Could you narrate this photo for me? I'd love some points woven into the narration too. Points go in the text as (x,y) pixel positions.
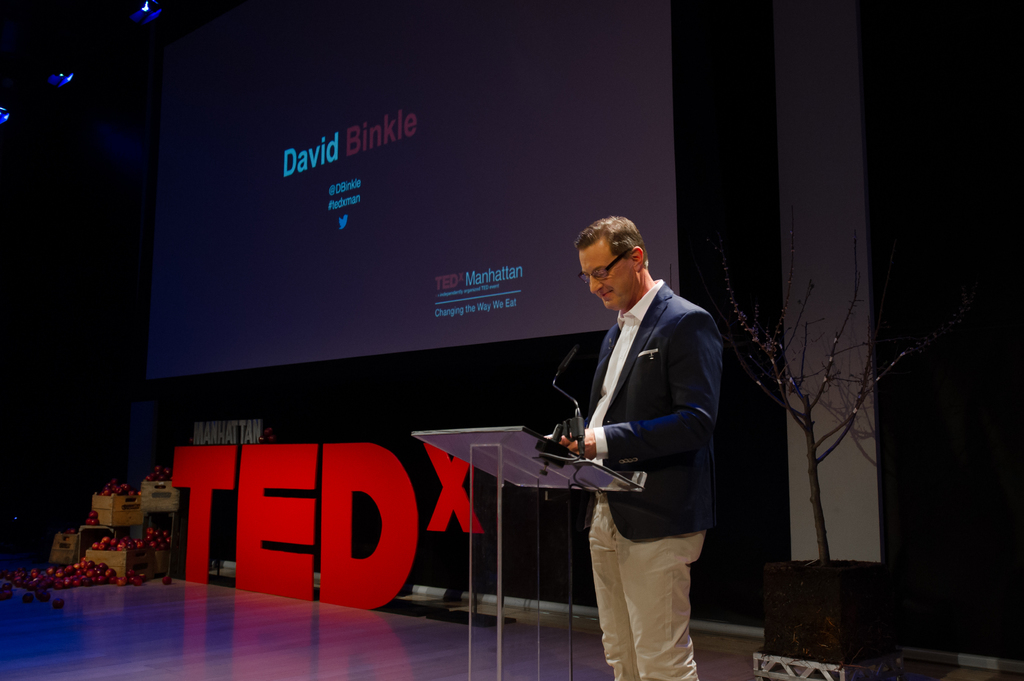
On the right side (690,415), there is a person (676,444) in a suit (665,361), wearing a spectacle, standing in front of a stand (633,483) on which there is a mic (576,350). In the background (848,583), there is a screen (557,290), a potted plant (848,570), there are four red colored letters (339,526), fruits (106,549) in the baskets (109,503), fruits (19,587) on the floor (78,587) and there are lights (6,117) attached to the roof (189,4).
